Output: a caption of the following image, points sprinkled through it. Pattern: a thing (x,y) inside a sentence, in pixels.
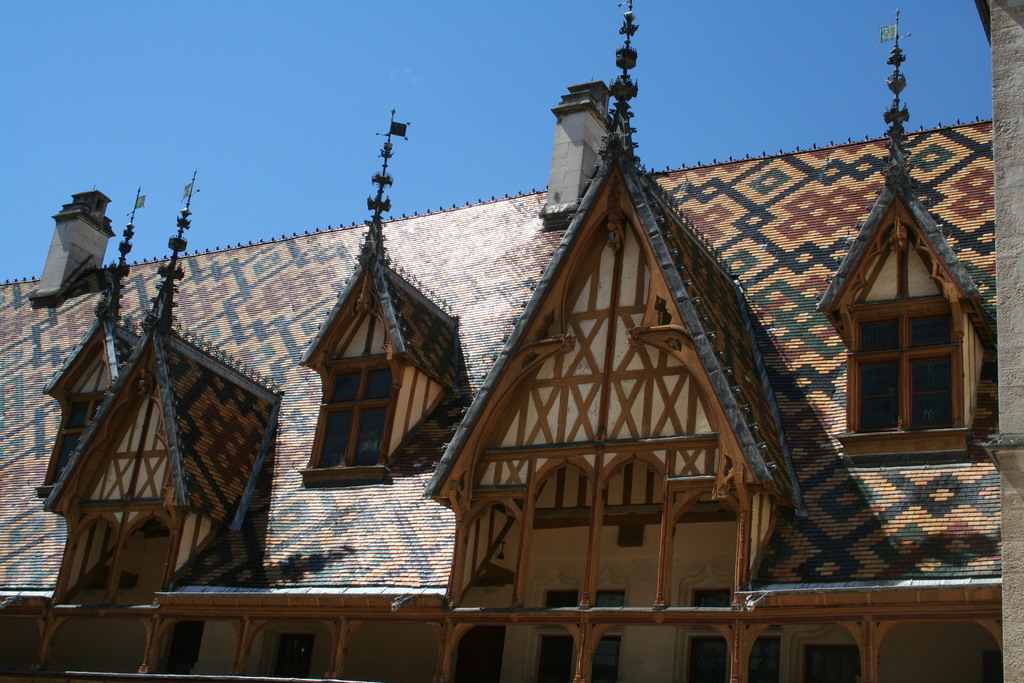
In this image we can see a house (390,465) with roof (423,452), pillars (456,590) and windows (377,448). On the right side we can see a pole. On the backside (393,95) we can see the sky (945,94) which looks clear.
